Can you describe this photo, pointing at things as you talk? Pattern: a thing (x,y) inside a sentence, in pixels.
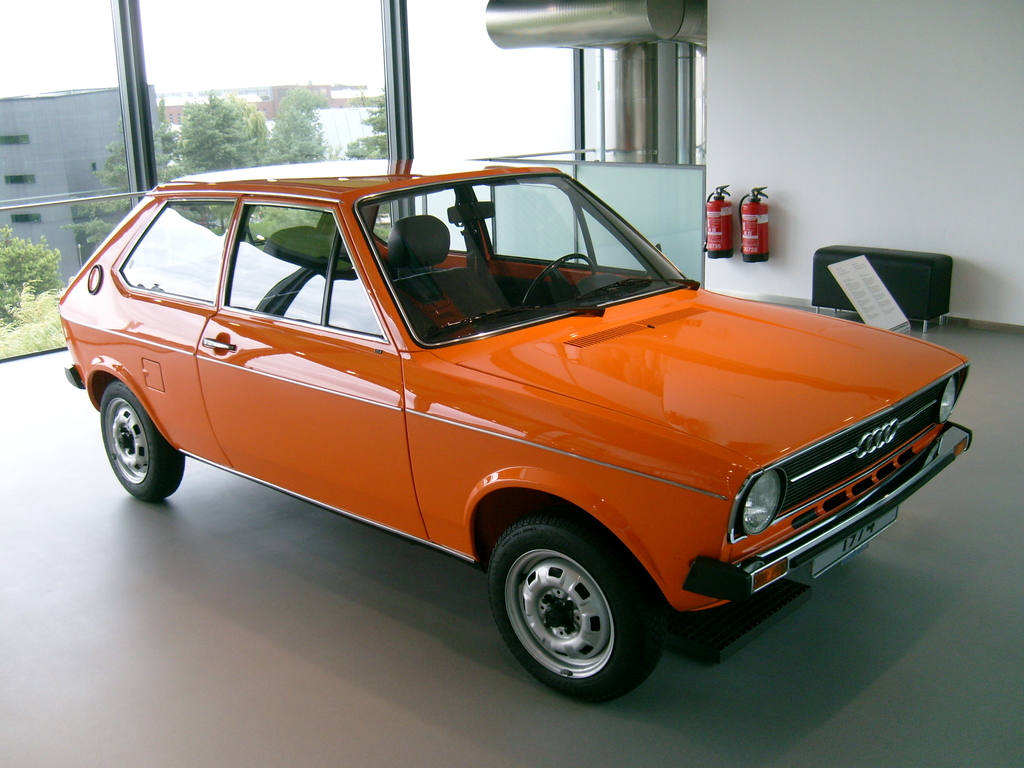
In this image we can see a vehicle (560,541) on the floor (933,540), through the glass (84,184) we can see a few buildings (102,151), trees (189,114) and the sky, there are two fire extinguishers (723,207), poster (855,259), stool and the wall (848,85).
